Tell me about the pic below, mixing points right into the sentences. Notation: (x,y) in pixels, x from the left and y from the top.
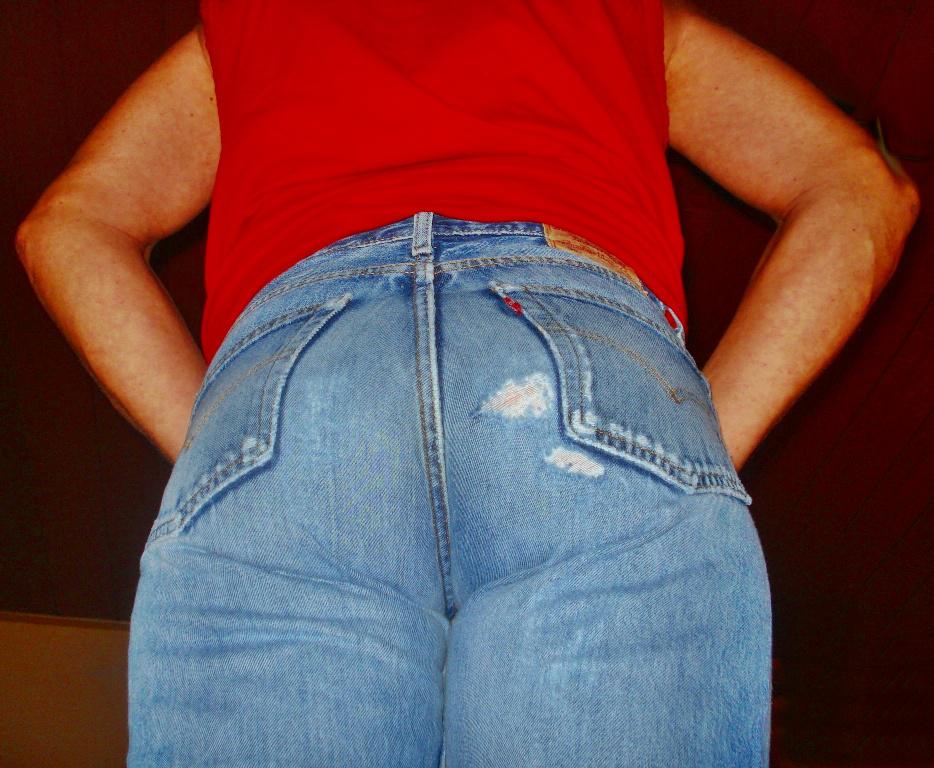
There is a person (250,468) wore jean (560,291) and red t shirt (350,6). In the background (90,81) it is dark.
